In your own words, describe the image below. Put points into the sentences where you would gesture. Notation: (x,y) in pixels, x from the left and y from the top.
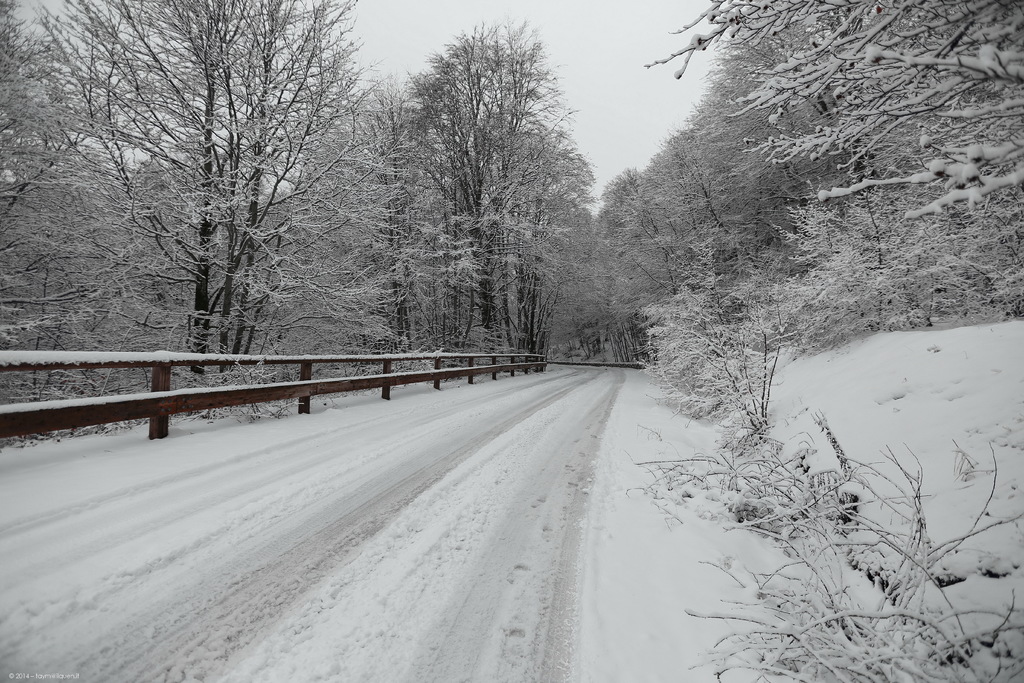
Left side of the image (250,277) and right side of the image (893,198) we can see trees (784,219), plants (852,520), snow (833,494) and railing (154,378). Middle of the image (541,407) there is a road (496,407). Background (559,33) we can see the sky (541,36).
